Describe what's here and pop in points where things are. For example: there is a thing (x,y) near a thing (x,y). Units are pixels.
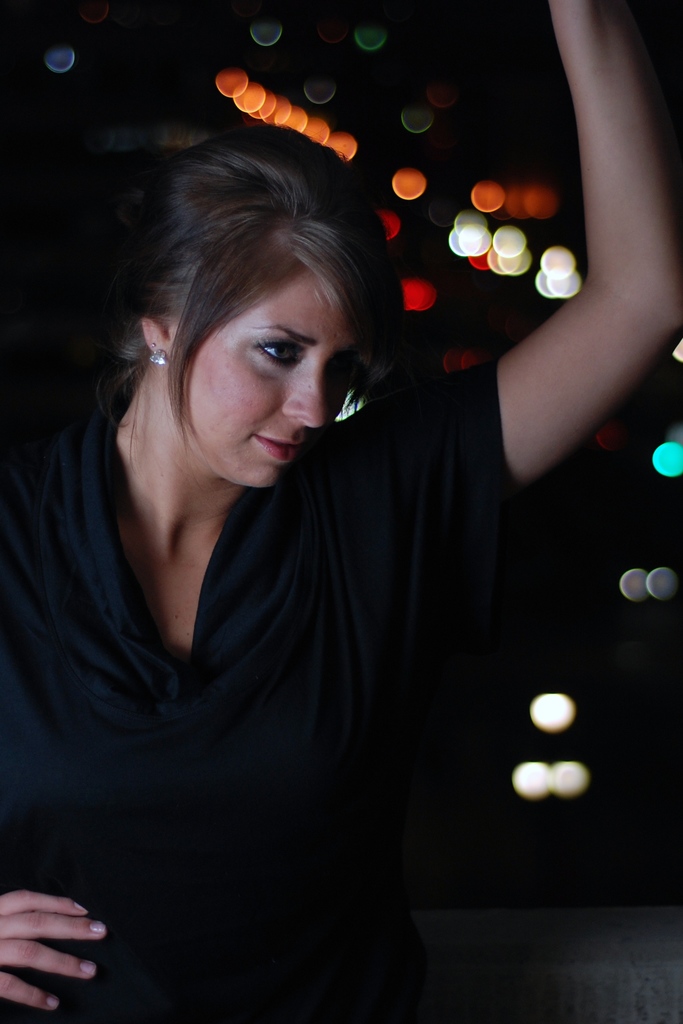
In the picture we can see a woman (658,315) standing and raising her hand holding something and placing another hand (63,921) on her hip (152,992) and she is in the blue dress (70,771) and in the background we can see some lights (273,101) which are not clearly visible.
